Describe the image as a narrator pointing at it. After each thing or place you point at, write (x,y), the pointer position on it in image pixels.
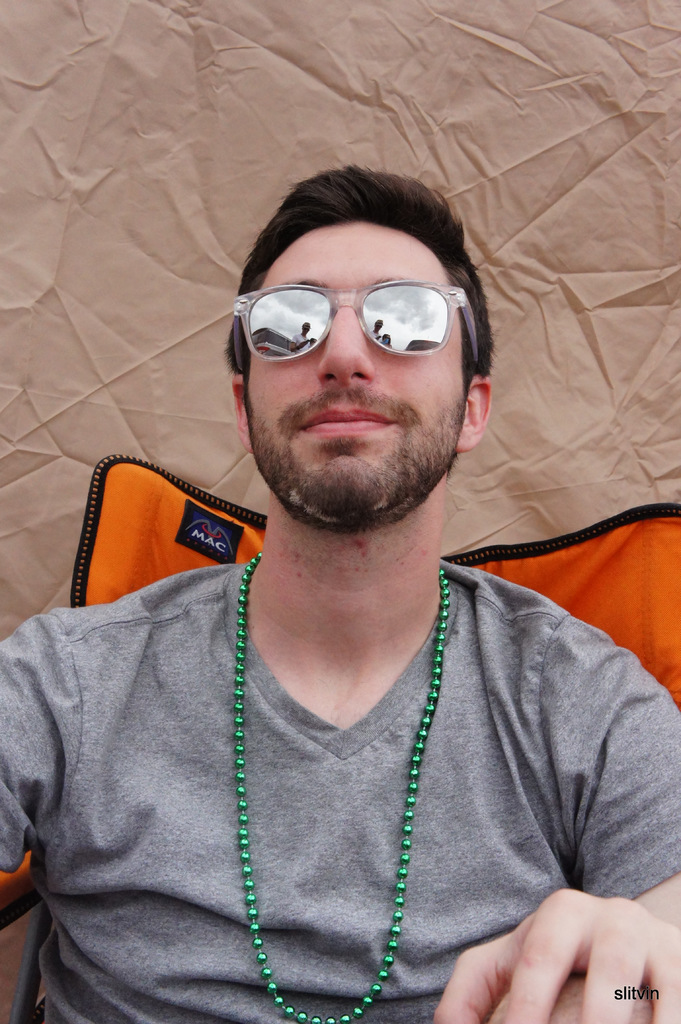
In this image I can see a person (420,984) in the foreground (331,973) wearing neck piece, goggles (333,317) and having black hair (354,213).
